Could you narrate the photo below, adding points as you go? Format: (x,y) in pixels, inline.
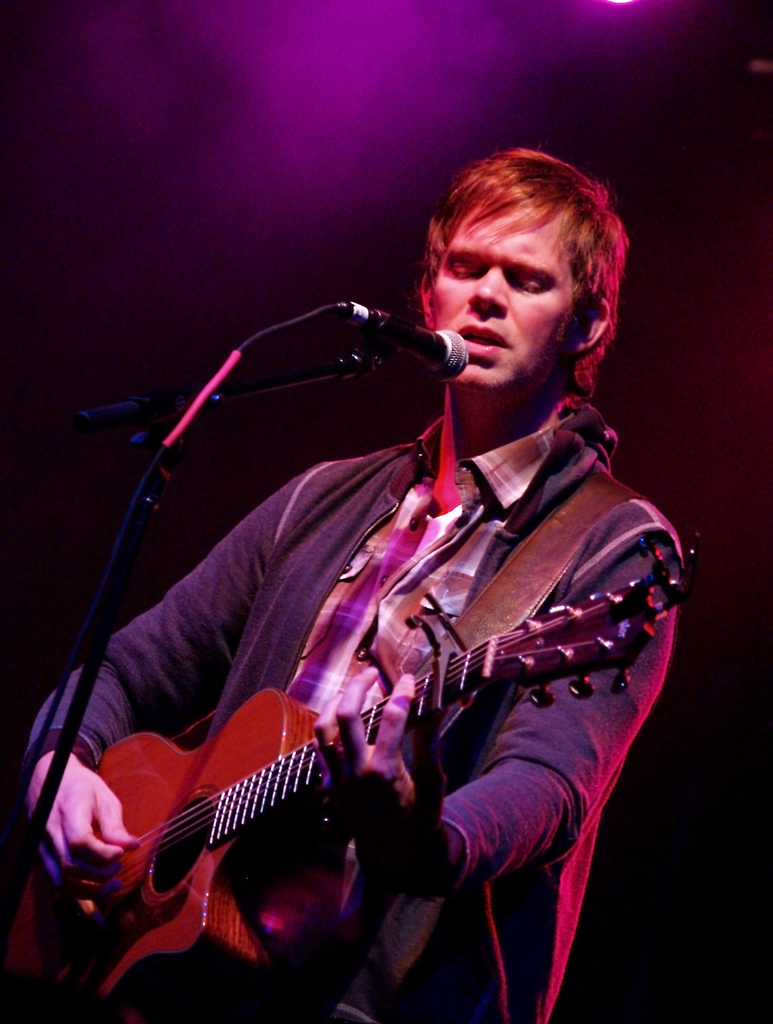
In the image there is a man (298,691) standing and holding a guitar (166,818) and playing it in front of a microphone (402,347) and opened his mouth (497,343) for singing.
